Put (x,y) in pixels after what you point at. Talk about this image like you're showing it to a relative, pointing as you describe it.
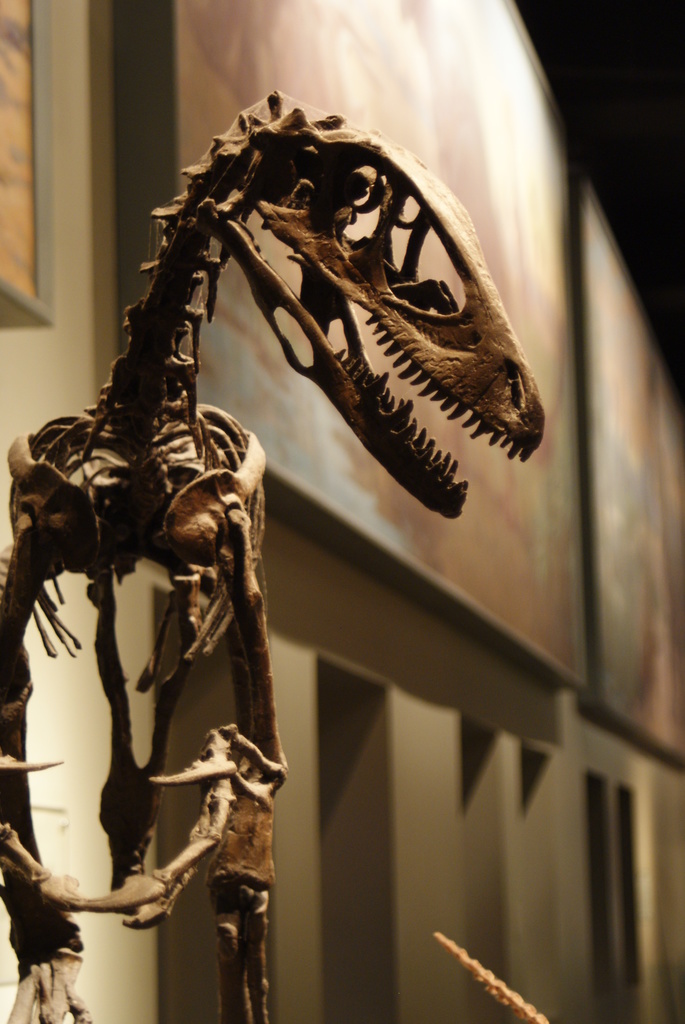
In this image we can see skeleton (331,385), boards (431,546), and wall (401,882).
